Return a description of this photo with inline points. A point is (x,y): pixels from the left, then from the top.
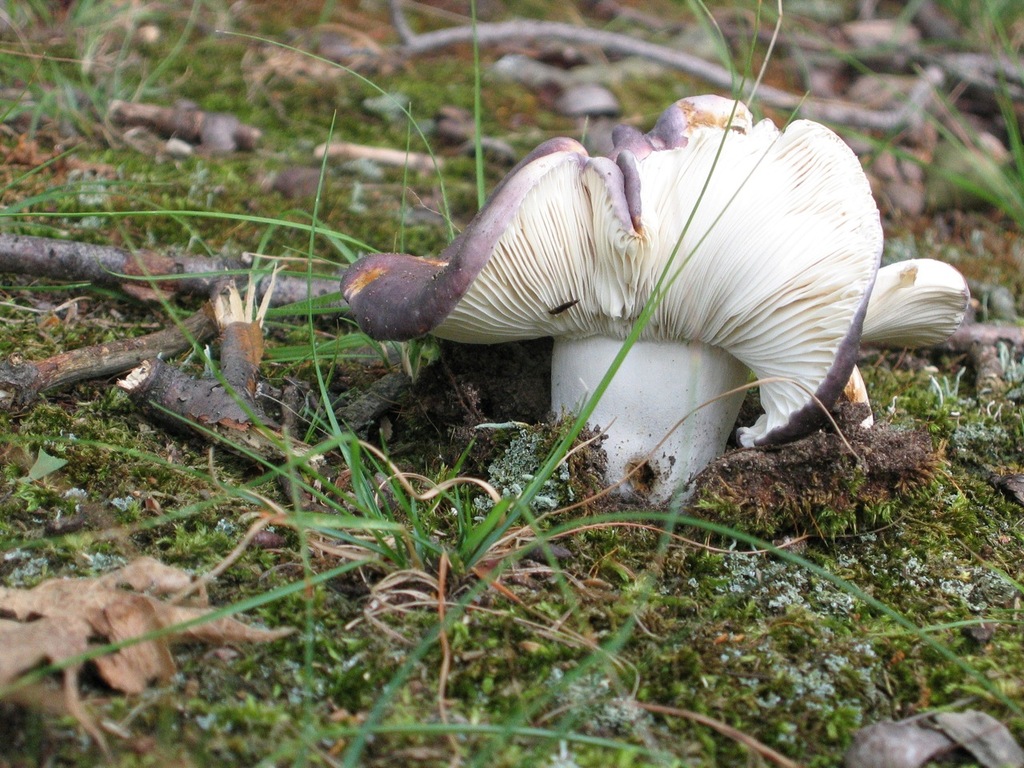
In the picture we can see a grass surface (522,645) on it we can see some sticks (756,745), and mushroom (806,430) from the ground (755,477) which is cream in color and some part is white in color.
